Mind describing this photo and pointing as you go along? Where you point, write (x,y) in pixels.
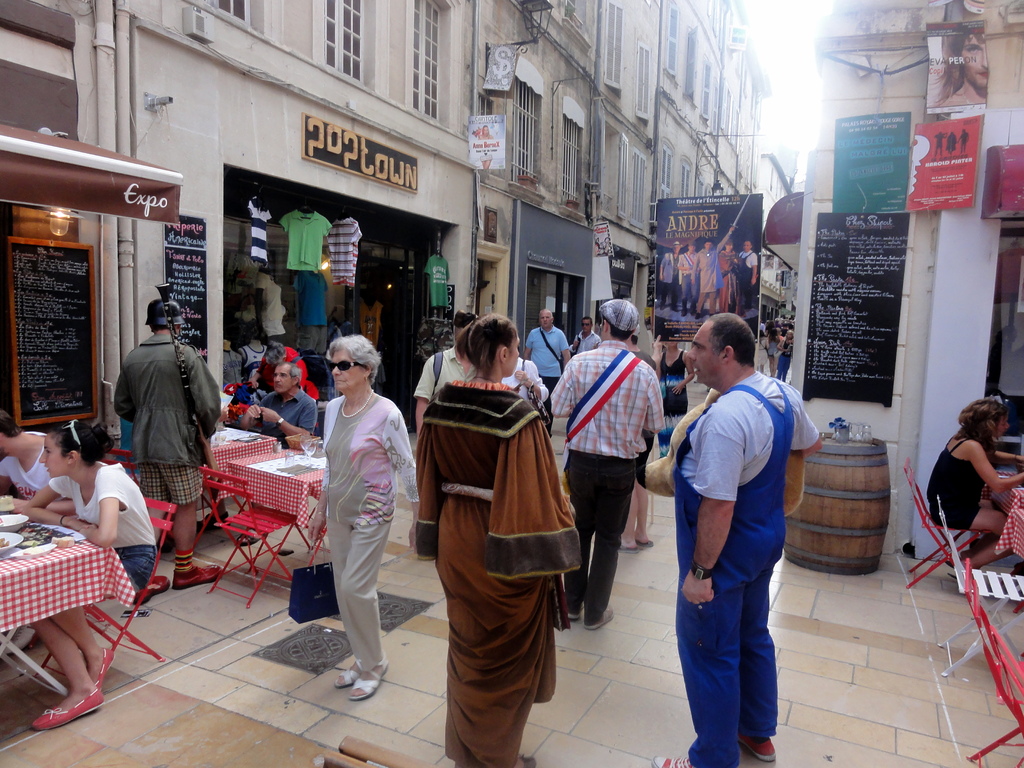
There are group of people (641,424) in a street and there are tables (238,470) and chairs (952,552) on the either side of the street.
